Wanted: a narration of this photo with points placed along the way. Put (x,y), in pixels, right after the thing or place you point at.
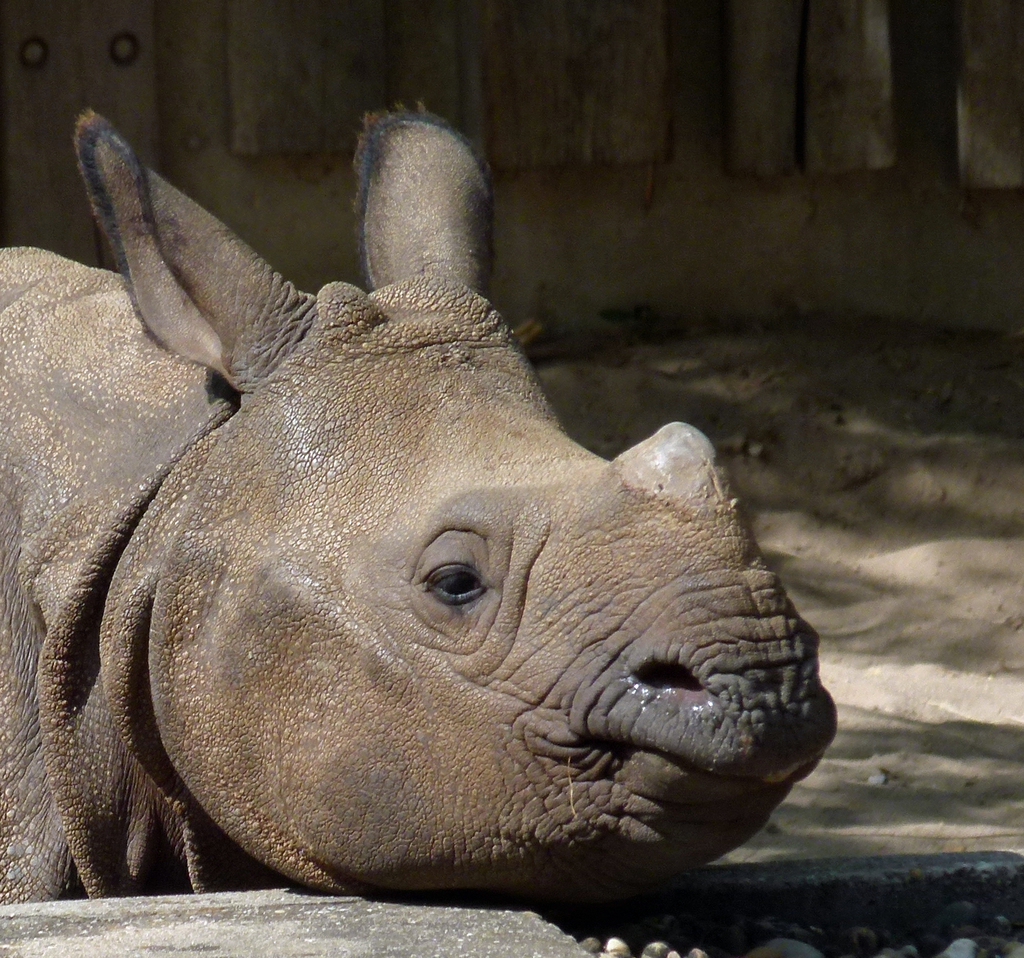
In this picture we see an animal (526,508) sitting in a place and looking at something.
